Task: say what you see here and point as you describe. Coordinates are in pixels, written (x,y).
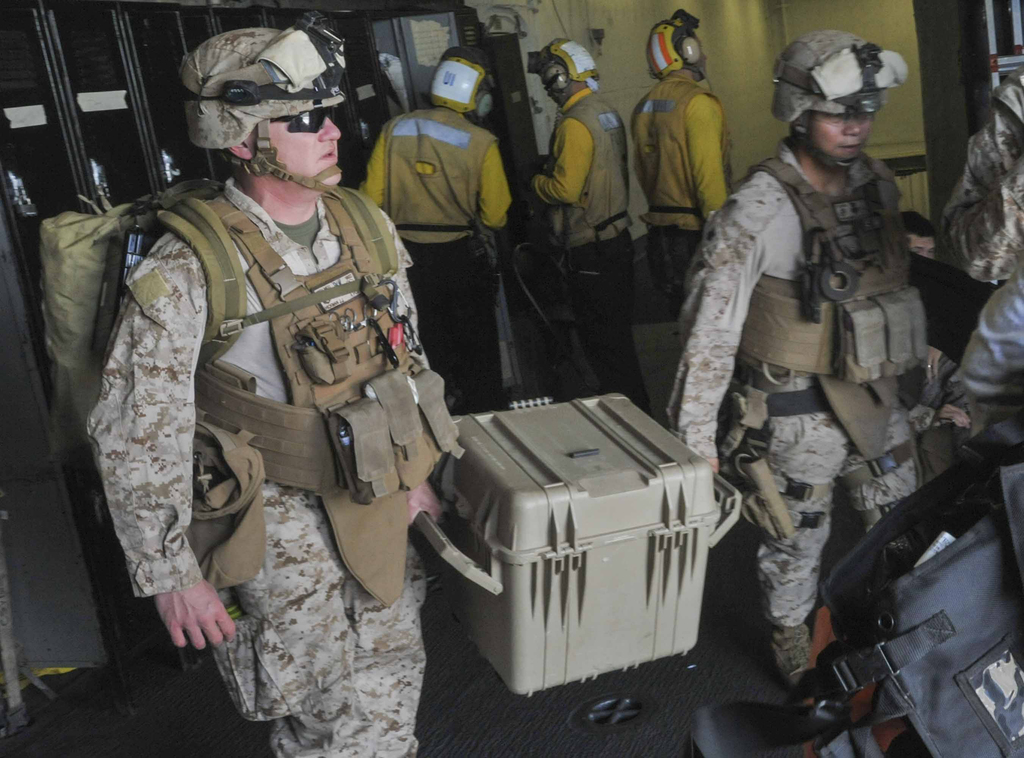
This image is taken indoors. In the background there is a wall (917,158) and there are a few men (582,158) standing on the floor (554,369). In the middle of the image (387,375) a man (318,476) is walking on the floor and he is holding a box (514,516) in his hand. On the right side of the image (860,145) another man (788,177) is walking on the floor (763,623) and he is holding a box (659,480) in his hand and there is a person (965,409).
